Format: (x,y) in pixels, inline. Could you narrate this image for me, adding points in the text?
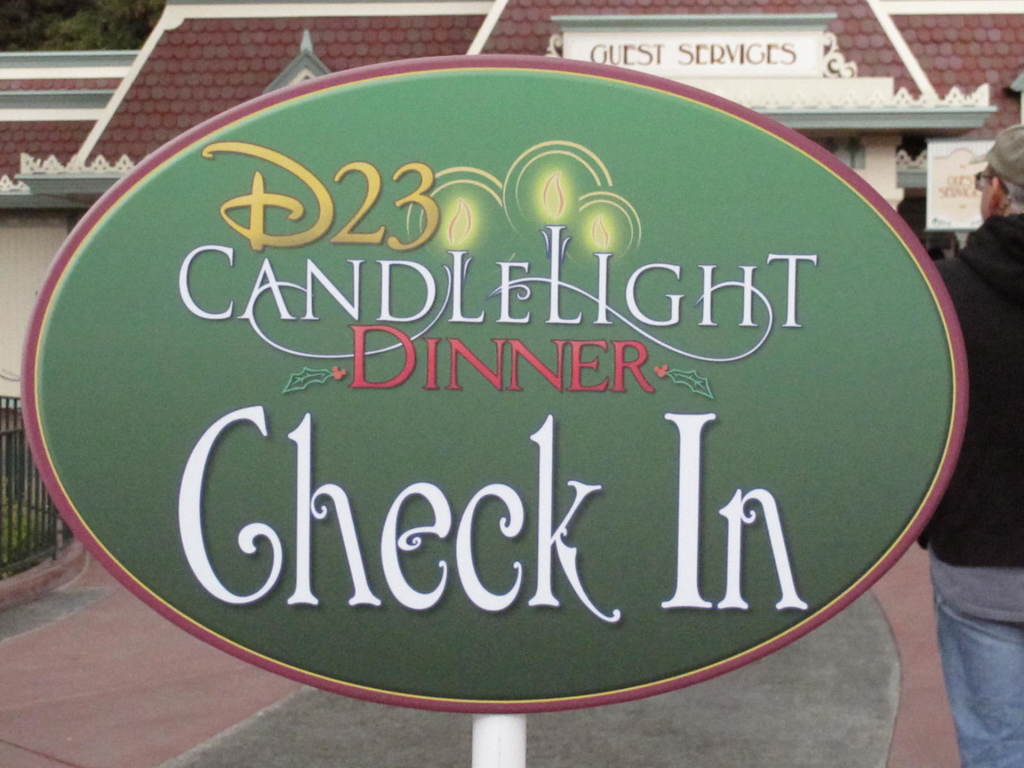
In the center of the image (515,472) we can see one banner (502,649). On the banner (537,620), we can see some text (569,389). In the background (424,10), we can see trees (137,13), one building (227,78), banners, fence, one person (1014,234) standing and a few other objects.
